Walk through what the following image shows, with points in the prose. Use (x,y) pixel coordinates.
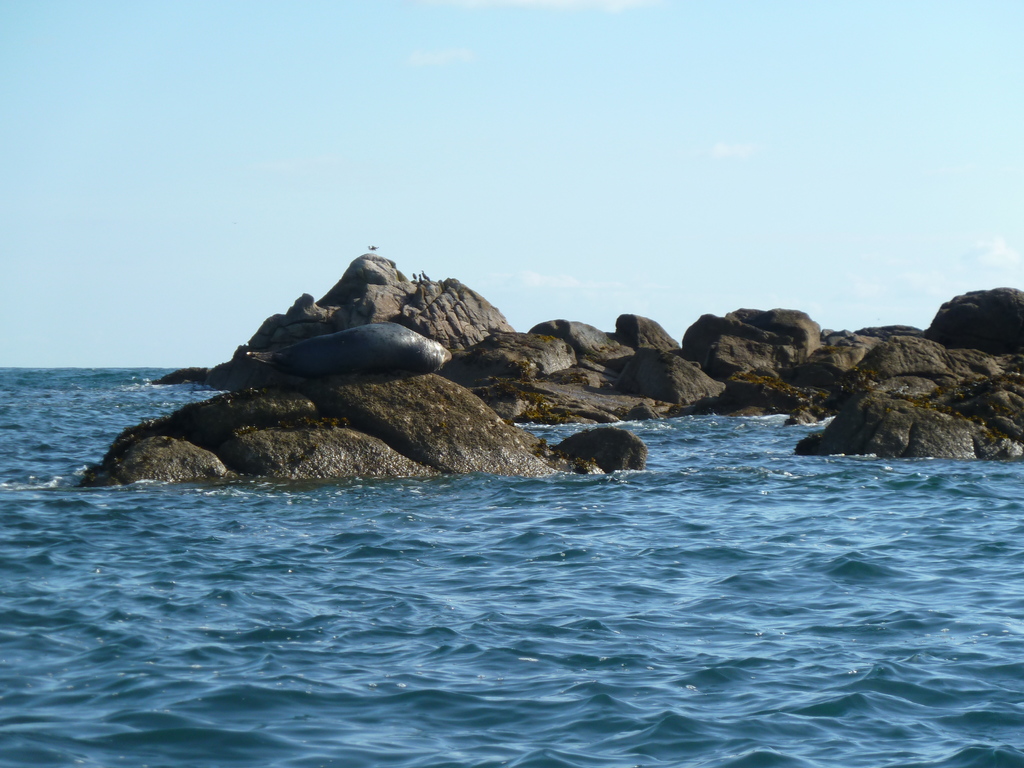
In this image we can see rocks (500,412), there is the water (467,632), there is sky (546,114) at the top (604,116).
